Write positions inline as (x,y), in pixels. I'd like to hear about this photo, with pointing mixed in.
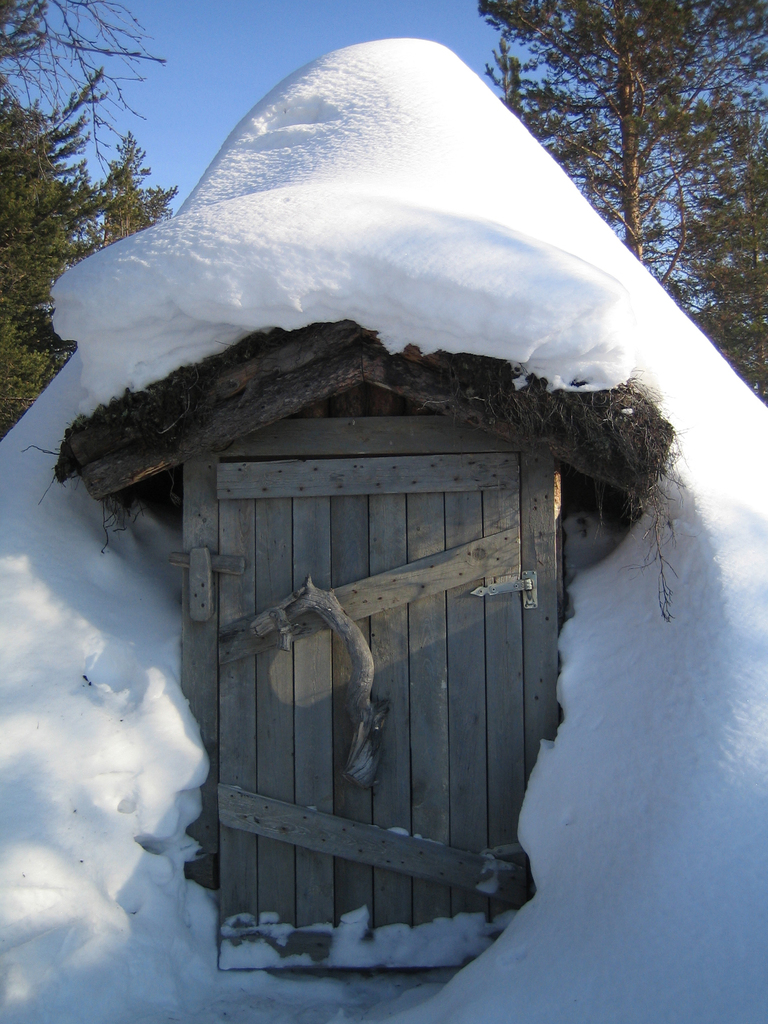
In this image there is a hut (403,568) in the center (394,621) and on the top of the hut (540,432) there is snow (433,332). In the background (79,249) there are trees (664,143).
